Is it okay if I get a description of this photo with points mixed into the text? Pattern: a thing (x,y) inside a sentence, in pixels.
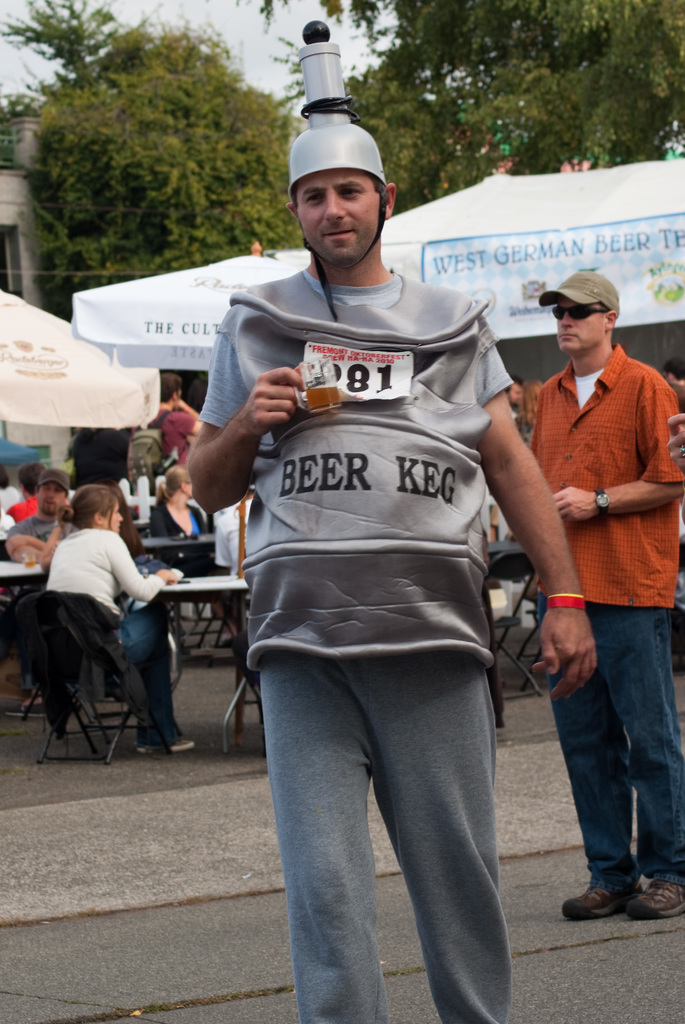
In this picture I can see few people (501,495) are standing and I can see a man (315,340) is holding a cup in his hand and few people (164,487) are sitting in the chairs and I can see tents (207,359) with some text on them and I can see a building (4,141), few trees (202,153) in the back (7,28) and a cloudy sky (257,64).
